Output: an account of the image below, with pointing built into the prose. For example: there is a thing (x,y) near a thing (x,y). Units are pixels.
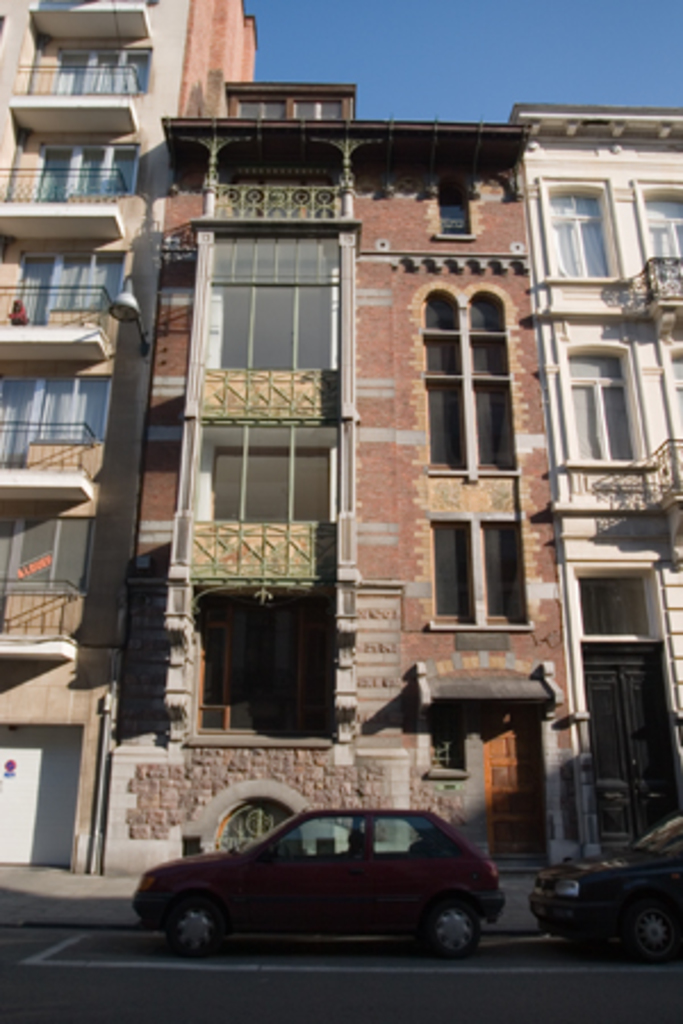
This image is taken outdoors. At the bottom of the image (262,977) there is a road (422,980). At the top of the image (415,40) there is the sky (527,48). In the middle of the image (388,599) there are a few buildings (536,558) with walls (477,502), windows (254,675), doors (488,801), railings (44,617), roofs (404,132) and balconies (53,432). Two cars (283,838) are parked on the road (472,968).
